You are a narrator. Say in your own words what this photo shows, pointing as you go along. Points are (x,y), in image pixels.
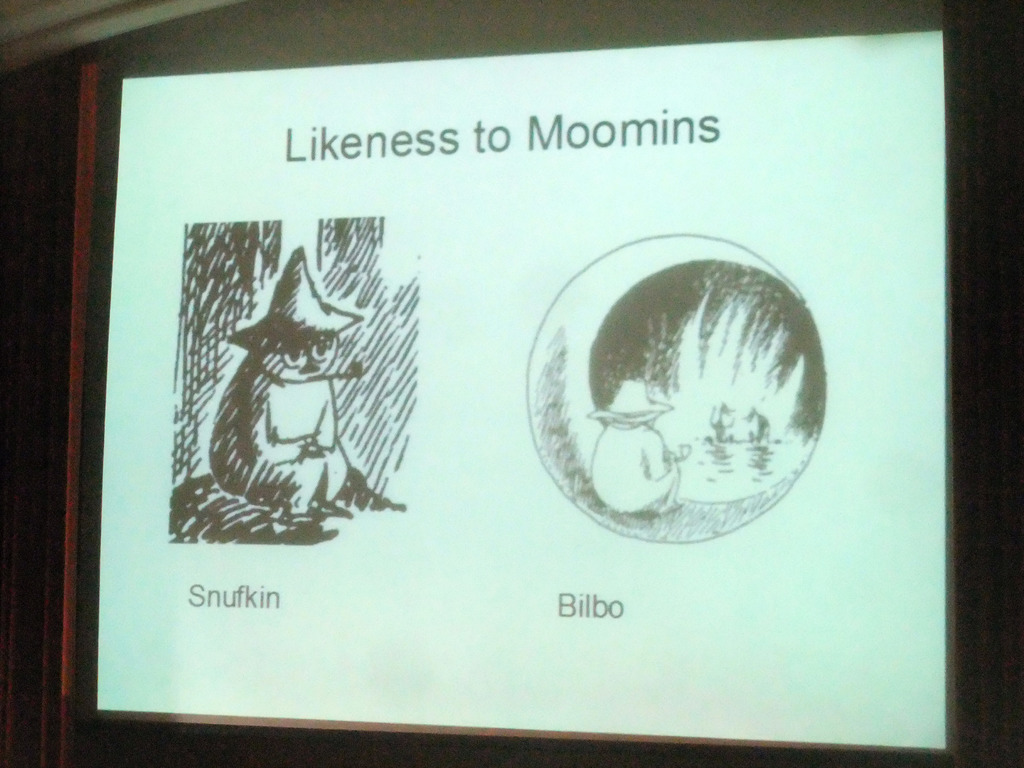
This pictures seems to be clicked inside. In the center (600,276) there is a projector screen (252,696) on which we can see the pictures (770,284) of two persons (278,491) and we can see the text (328,143) on the screen (506,605). In the background (104,65) there is a wall (75,56).
